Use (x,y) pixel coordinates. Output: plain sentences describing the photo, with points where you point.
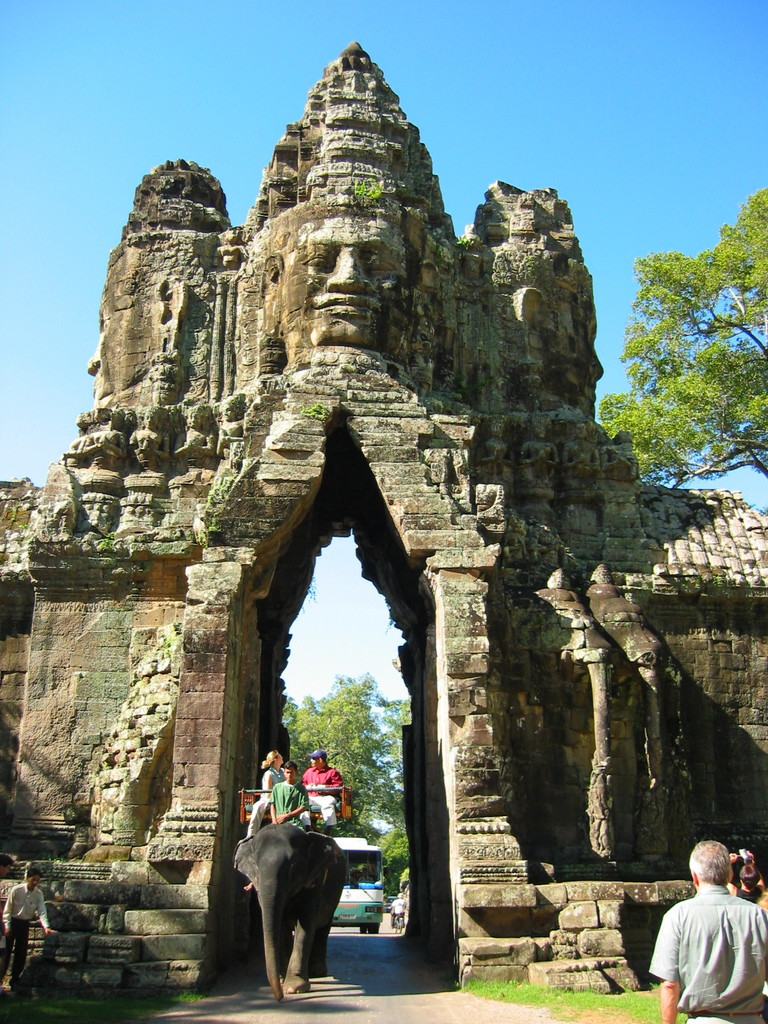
In the image we can see there is an elephant (304,906) on which people (311,773) are sitting and on the top (384,193) there is a huge building (459,338).
